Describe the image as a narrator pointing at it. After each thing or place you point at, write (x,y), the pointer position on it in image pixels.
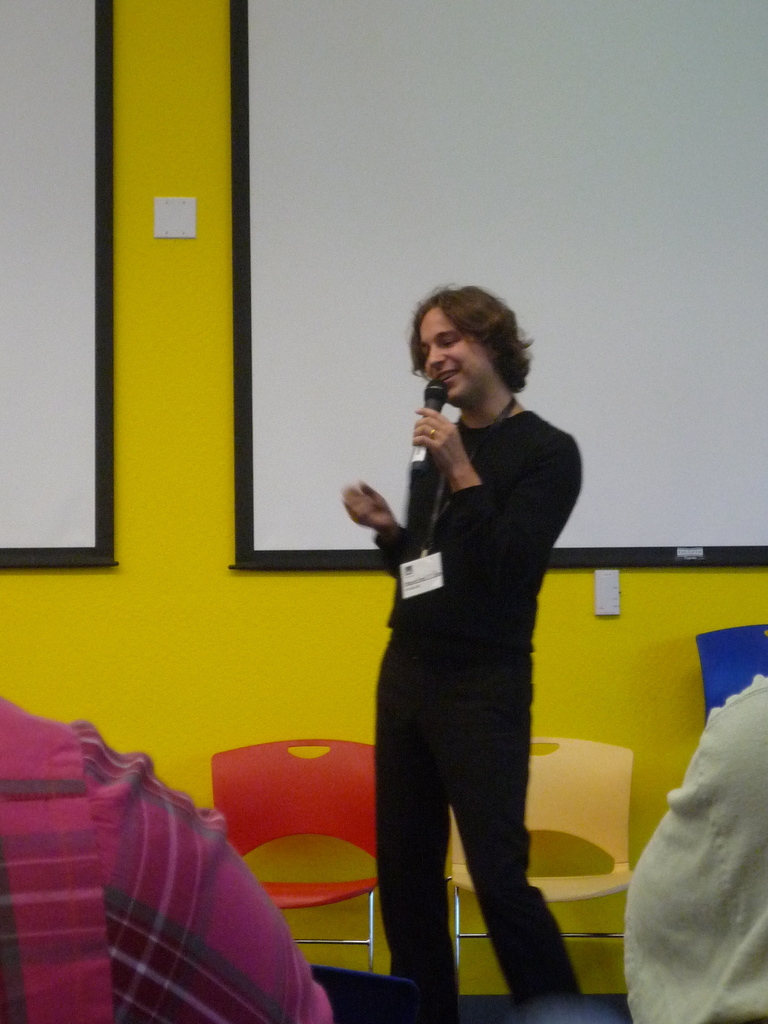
Bottom of the image (71,809) few people (711,1009) are sitting. In the middle of the image (477,455) a person (425,523) is standing and holding a microphone (433,403) and smiling. Behind the person (430,532) there are some chairs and there is a wall (180,518), on the wall (163,515) there are some banners (60,4).
